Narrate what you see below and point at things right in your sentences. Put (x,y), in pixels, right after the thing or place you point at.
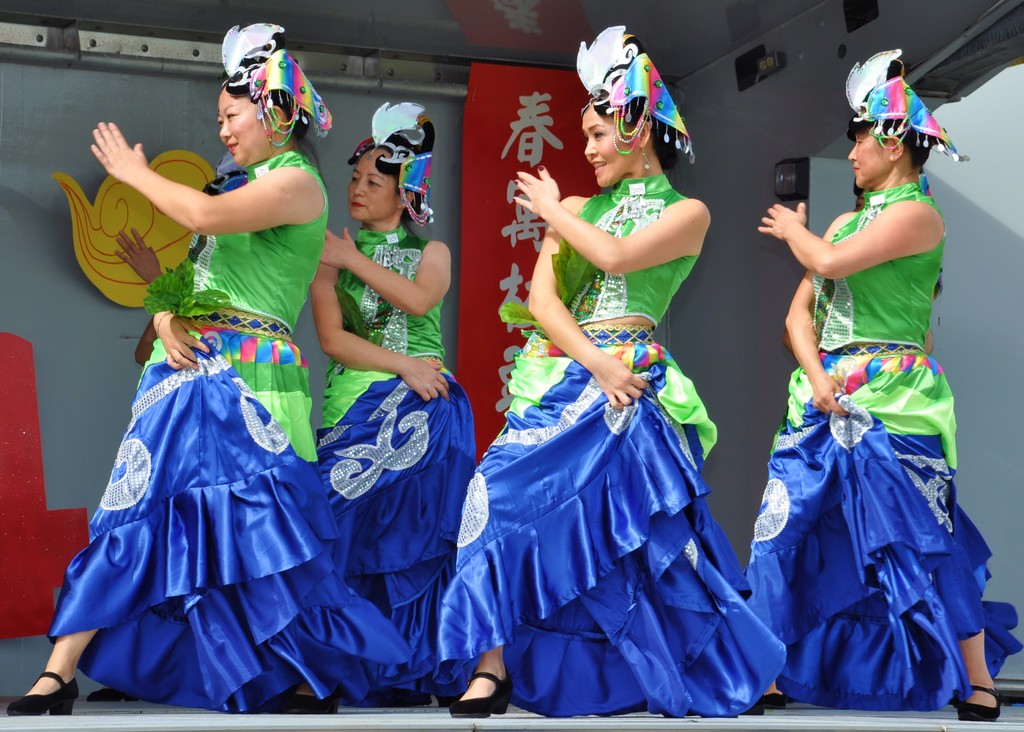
We can see few women (535,513) are dancing on the stage (304,723). In the background (73,186) we can see a name board (485,118), poles (319,74) and other objects (110,200) on the wall (727,175).
